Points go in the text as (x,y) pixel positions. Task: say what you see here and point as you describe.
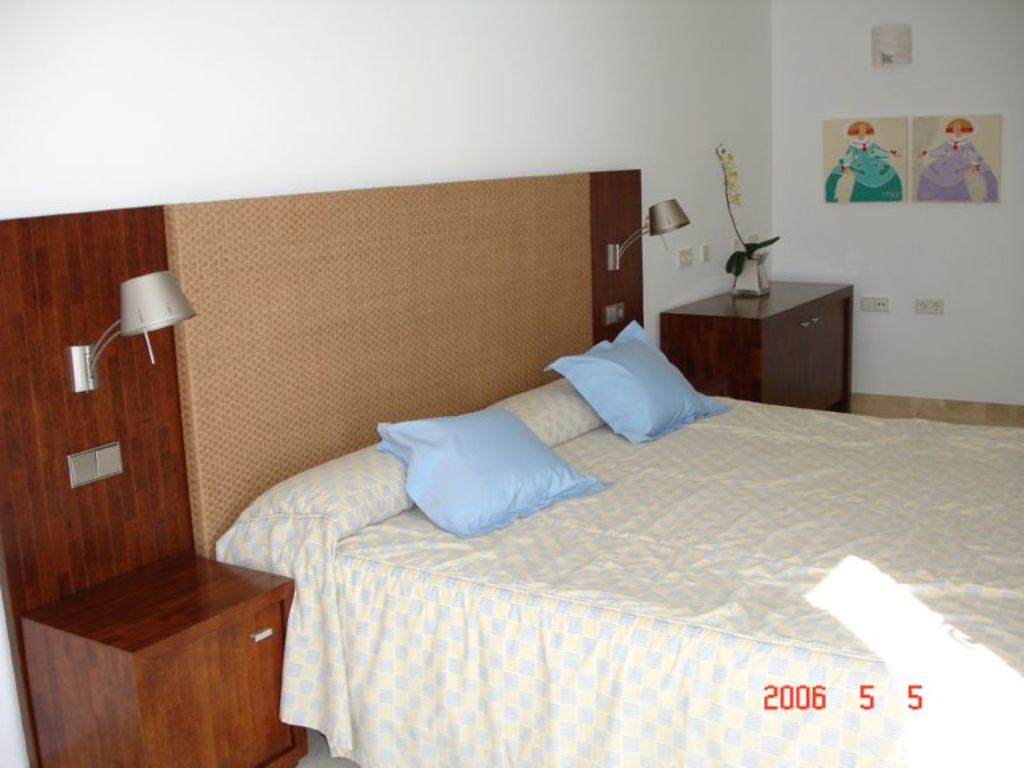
In the center of the image (562,407) there is a bed (619,462). There are pillows (472,440) on the bed (1011,674). In the background of the image (808,83) there is wall (829,83). There are posters (891,128). There is a table (775,299) on which there are flower vase (767,287). At the bottom of the image (915,686) there is text (817,686).
